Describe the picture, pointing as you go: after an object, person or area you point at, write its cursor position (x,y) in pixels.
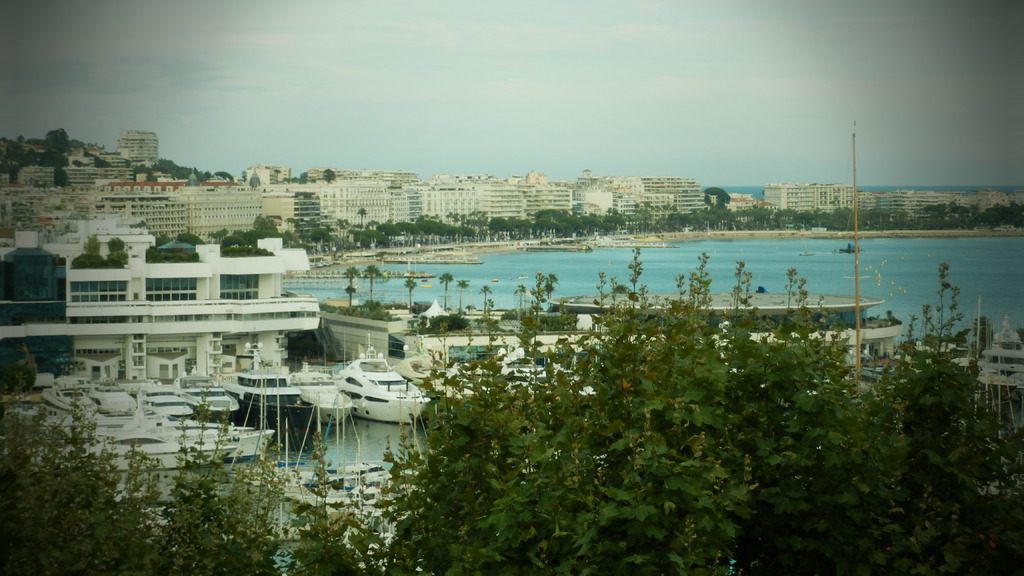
In this picture I can see there are few buildings (79,276), trees (718,376) and there are few boats (364,406) sailing on the water (365,434) and there is a ocean (869,268) on to right (882,257) and the sky (461,71) is cloudy.
